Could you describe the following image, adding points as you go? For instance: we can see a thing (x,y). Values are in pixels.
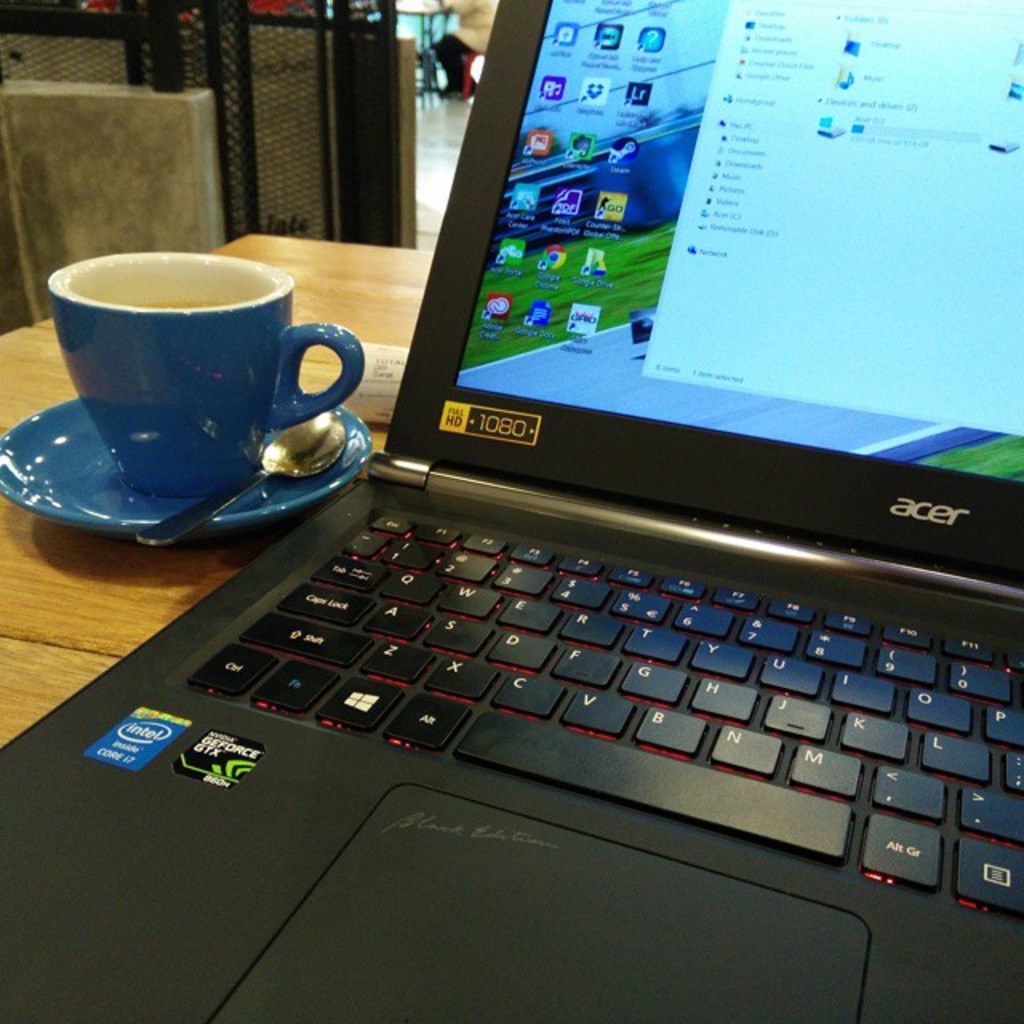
In this image we can see a laptop (504,690), cup (269,414) and spoon (282,458) on a saucer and a paper (376,388) are on the table (46,680). In the background (240,185) we can see mesh (272,157), objects (408,60) and a person (457,41) is sitting on the chair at the table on the floor (446,131).
